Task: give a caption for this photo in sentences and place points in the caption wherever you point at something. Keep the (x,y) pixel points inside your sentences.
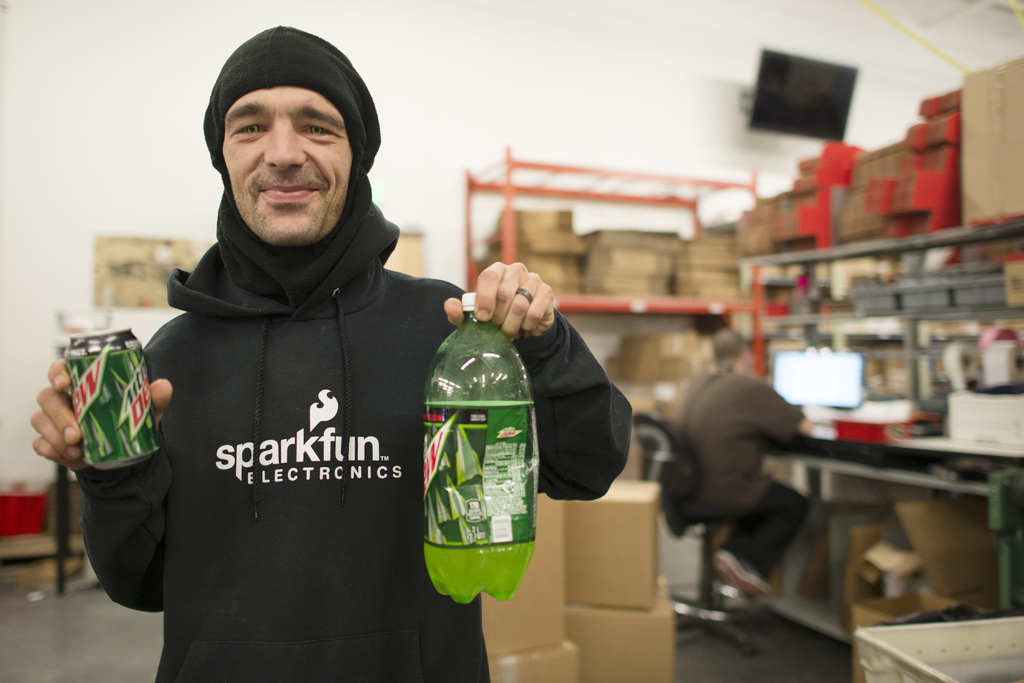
Front this person (306,489) is holding bottle (439,493) and tin (152,414). Far there are racks (910,246) and filled with cardboard (625,254). This man (724,419) is sitting on a chair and working in-front of monitor (827,381).
